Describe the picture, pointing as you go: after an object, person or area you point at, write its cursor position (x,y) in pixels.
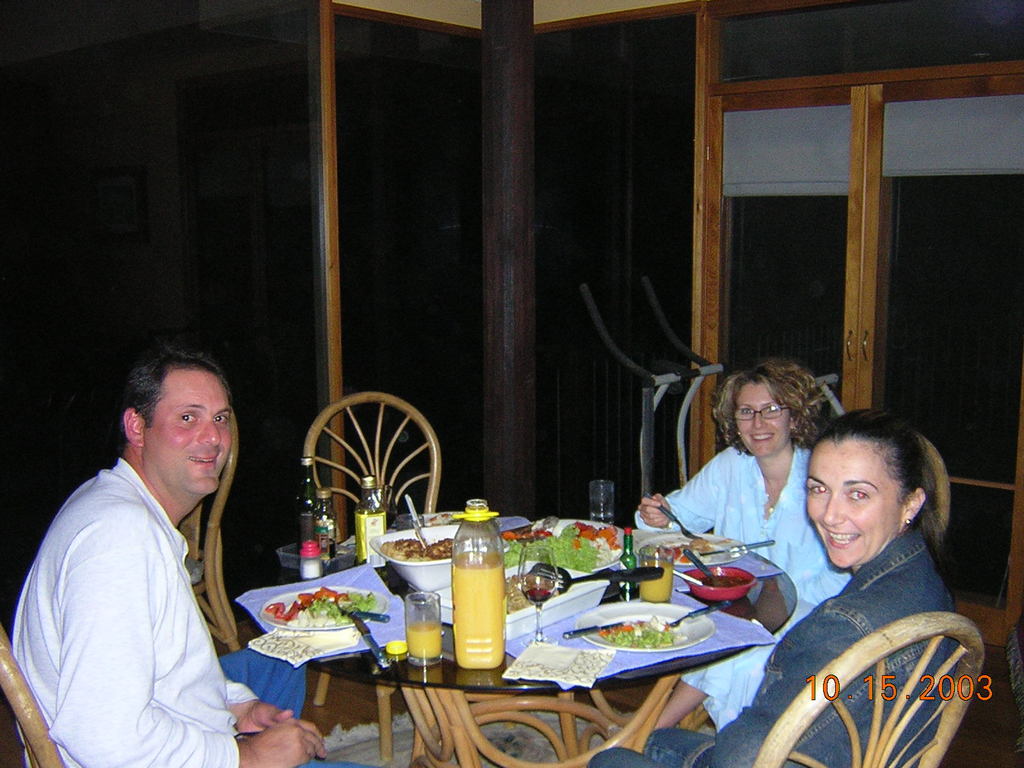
In the image we can see three people (737,508) were sitting on the chair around the table (471,706). And on the table (346,568) we can see some food items (635,631), and bottles (488,604), glasses (536,572) etc. Coming to the left corner (130,605) man (96,568) he is smiling which we can see on his face (160,448). And rest of the ladies (812,508) were also smiling. Coming to the background (677,392) there is an exercise machine (669,380) and pillar (533,285).
